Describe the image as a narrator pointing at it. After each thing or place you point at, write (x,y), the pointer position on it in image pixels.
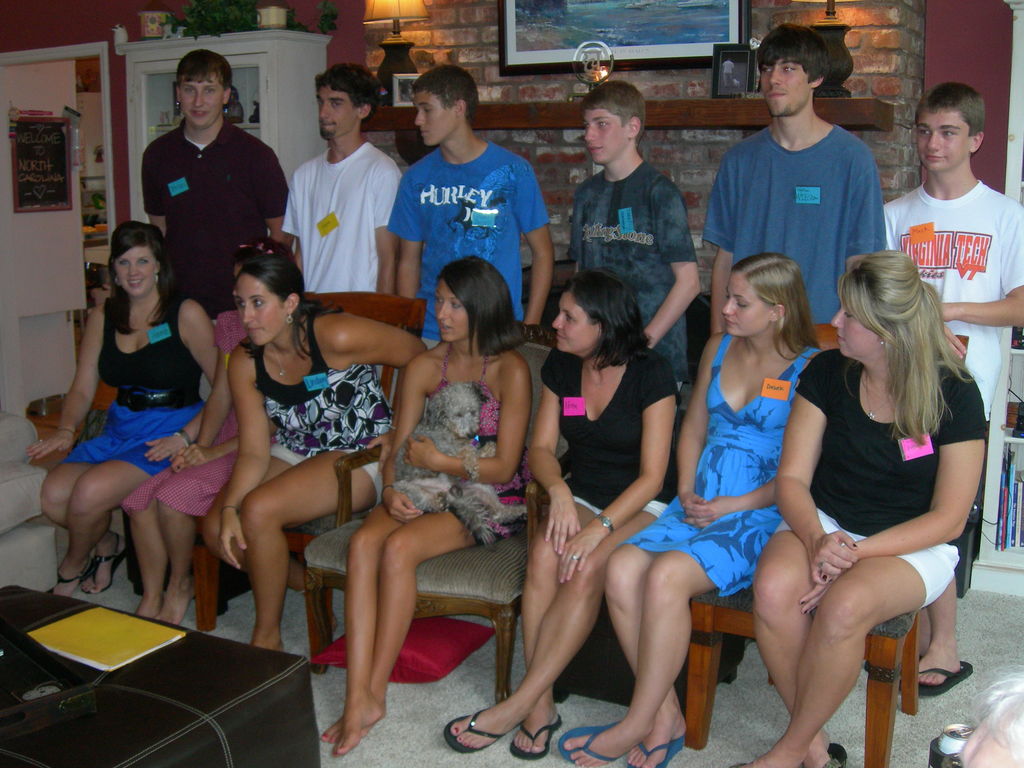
In this picture in the center (404,394) there are persons (245,369) sitting and standing. In the front (186,725) there is a table (155,728) and on the table (160,720) there are objects (89,654) which are yellow and black in colour. In the background (676,81) there is a wall (676,81) and on the wall (527,84) there are frames (602,28). In front of the wall (413,55) there is a cupboard (301,78) which is white in colour and on the top of the cupboard (278,77) there are plants (238,23) and on the left side of the wall (120,209) there is a frame (48,207) and there is a shelf (542,103) in front of the wall (666,94), on the shelf (563,108) there are objects (721,75) which are brown and black in colour. On the right side (1021,385) there are objects (1009,471) in the cupboard (1013,386) and there is a pillow (434,655) which is red in colour on the floor (451,702).
